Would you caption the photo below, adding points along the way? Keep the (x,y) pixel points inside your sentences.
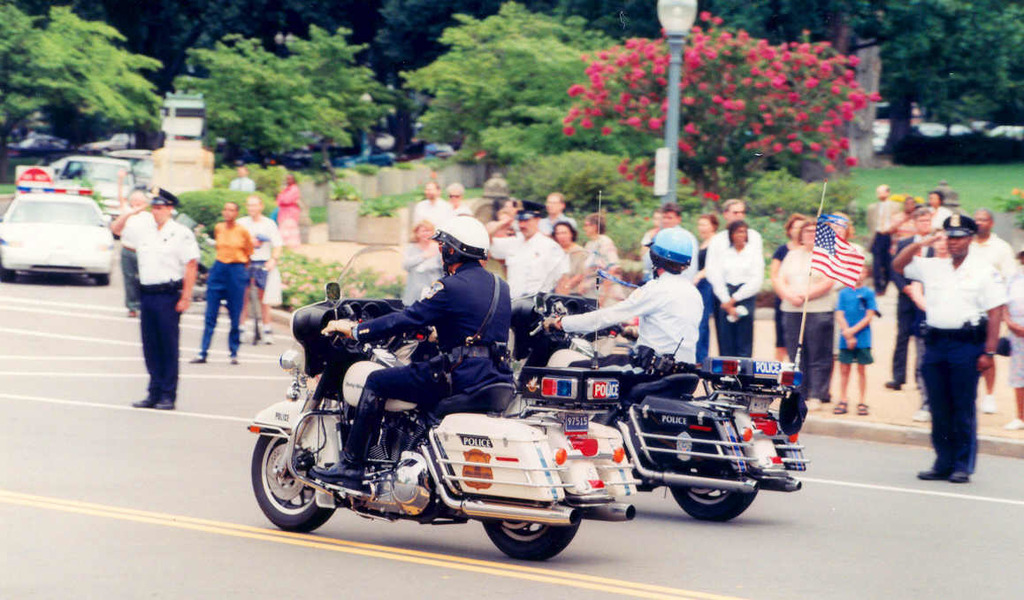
Here in this picture we can see two police men (622,313) are riding bike (611,434) on the road (194,322). There are some policeman (943,410) saluting. Behind them there are some people (706,234) standing on the footpath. There is a street light (672,67). We can see some cars (68,195) on the road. There are some trees (488,124) in the background (425,120).
